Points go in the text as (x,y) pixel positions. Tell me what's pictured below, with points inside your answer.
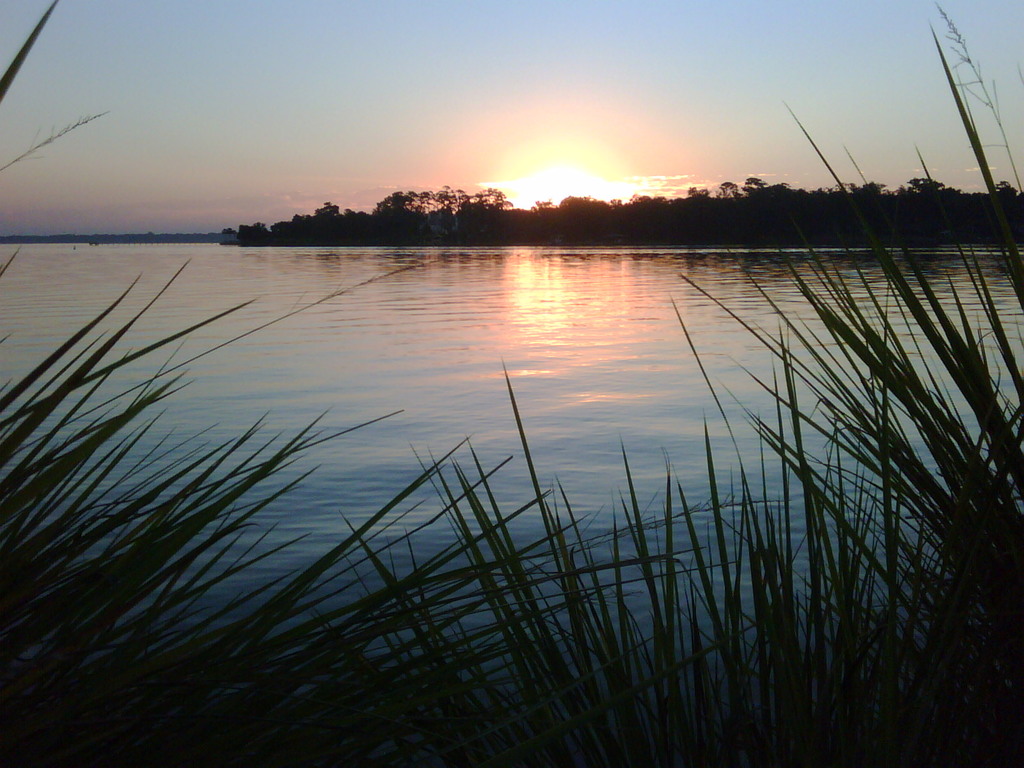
In this image in the front (105,410) there are plants (130,410). In the center (500,302) there is water (483,274). In the background (499,193) there are trees (630,207).
